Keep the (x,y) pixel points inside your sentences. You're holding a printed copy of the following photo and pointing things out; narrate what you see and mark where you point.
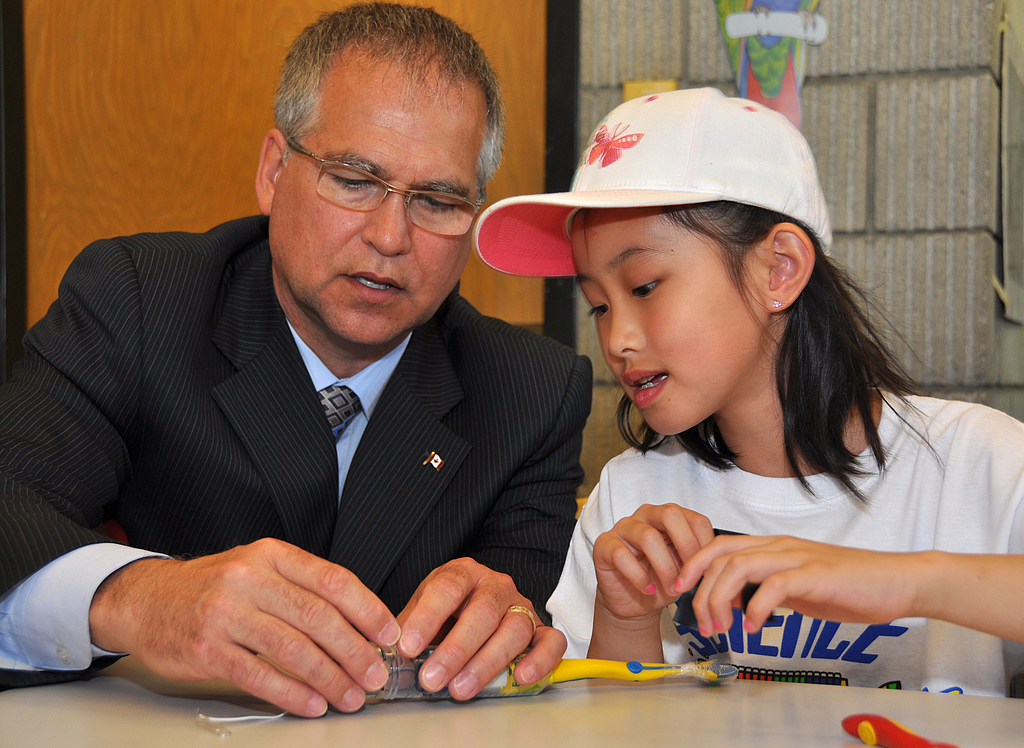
In this image, we can see a man (311,486) sitting and holding an object (406,663) which is placed on the table (446,734) and on the right (700,428), there is a girl (756,475) sitting and wearing a cap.
